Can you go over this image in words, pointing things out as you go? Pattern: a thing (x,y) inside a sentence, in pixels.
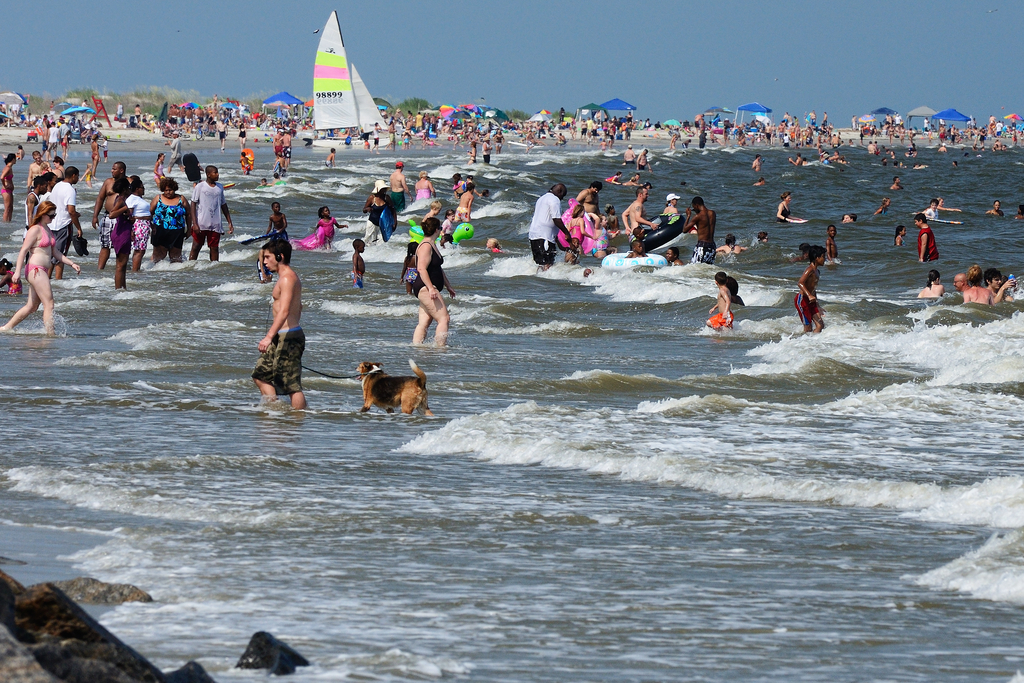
In this image there are boats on the water (12,378), dog (412,381) and group of people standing in water (499,345), there are inflatable swim rings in water (254,168), pipes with umbrellas (472,111), trees (423,103), sky (699,26).
